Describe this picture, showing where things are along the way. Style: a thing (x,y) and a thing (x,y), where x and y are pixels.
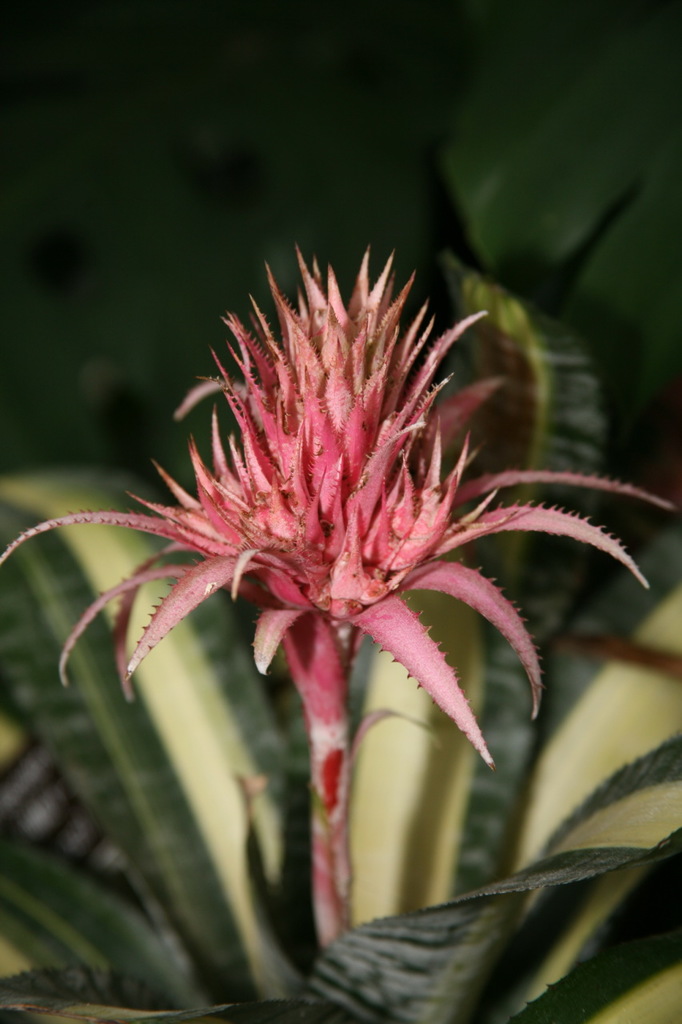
In the center of the image (351,493) there is a flower (390,504). At the bottom (385,968) there are leaves (370,846).
